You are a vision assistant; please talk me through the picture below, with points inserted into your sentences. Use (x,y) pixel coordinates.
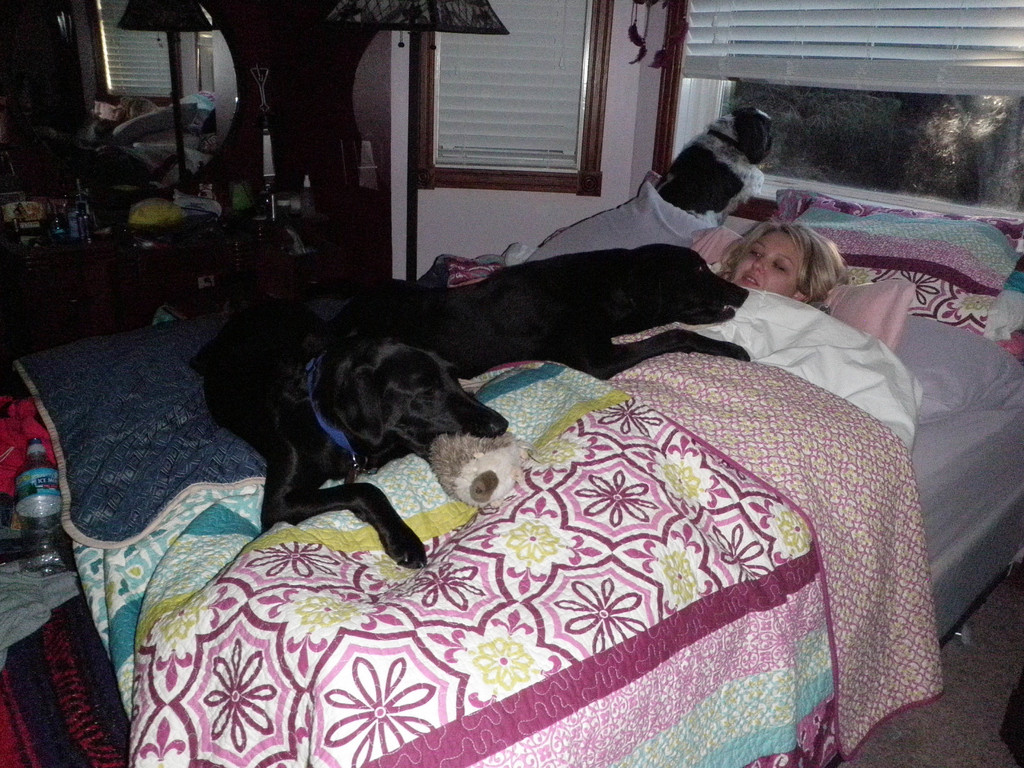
As we can see in the image there is a lamp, window (967,138) and a bed (949,449). On bed (1013,457) there are pillows (943,289), a woman (803,299) lying and three dogs (561,265).
